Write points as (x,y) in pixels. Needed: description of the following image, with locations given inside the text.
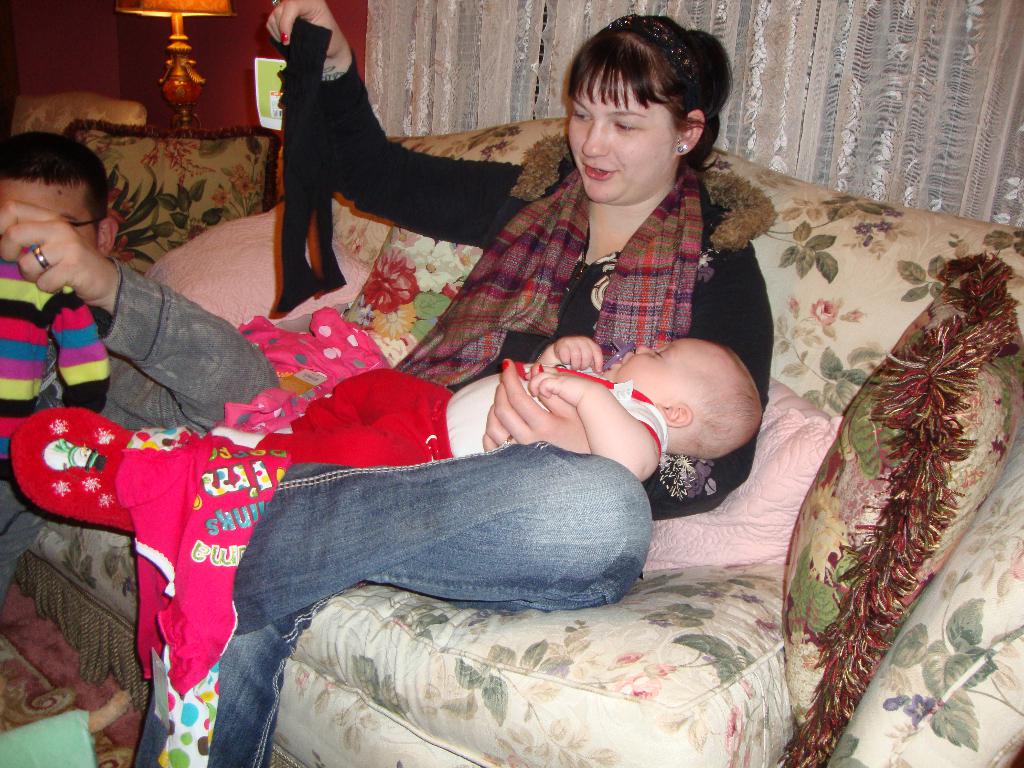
In this image in the center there is one couch (851,249), on the couch (987,227) there is one woman (506,316) who is sitting and she is holding a baby (464,392) and some clothes (223,443). Beside her there is another person (233,362) who is sitting and he is also holding some clothes (52,322), and there are some pillows (164,178) on the couch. In the background (950,84) there is a window (453,64), curtain (991,92), lamp (183,58) and at the bottom (36,655) there is a carpet (118,733).
